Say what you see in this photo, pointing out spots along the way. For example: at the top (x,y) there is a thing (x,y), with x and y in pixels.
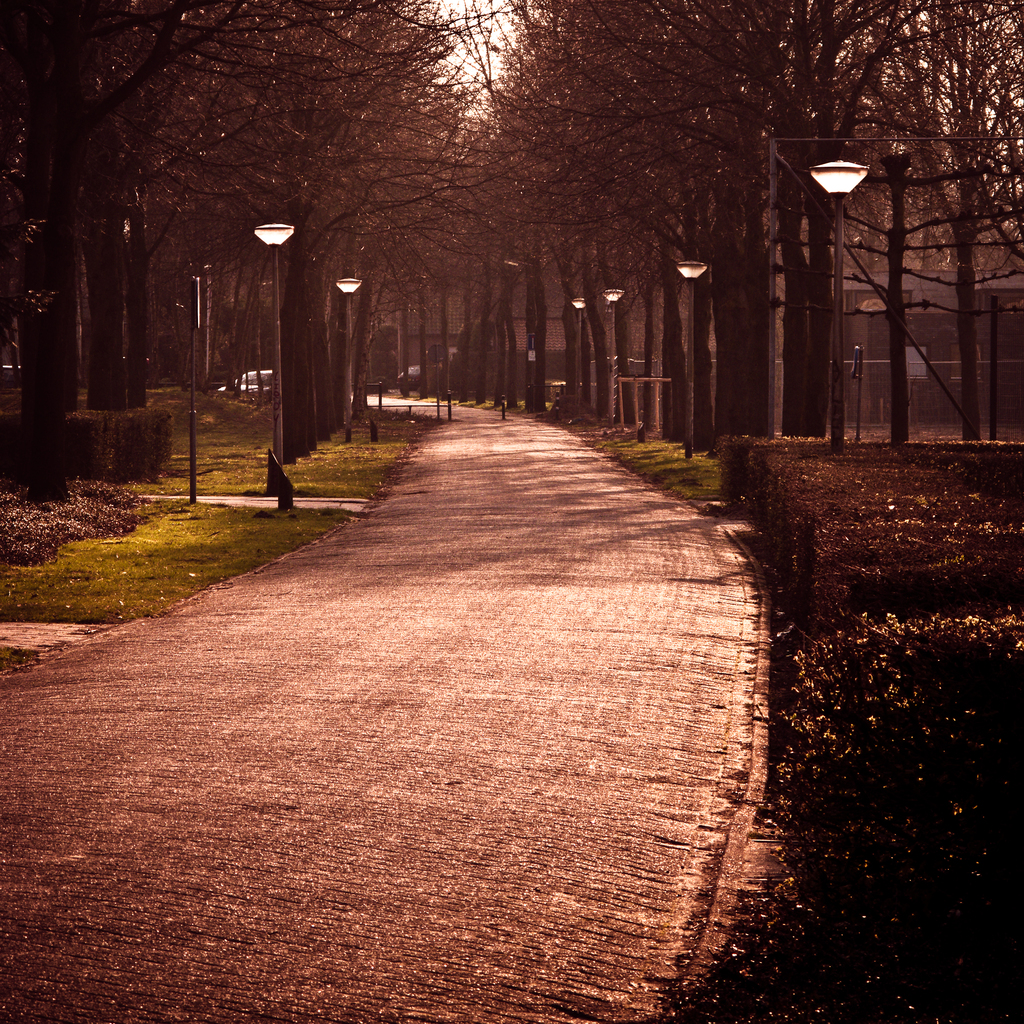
In this picture we can see poles (277,351), lights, grass (254,396), path (470,426) and in the background (425,379) we can see trees (638,171).
